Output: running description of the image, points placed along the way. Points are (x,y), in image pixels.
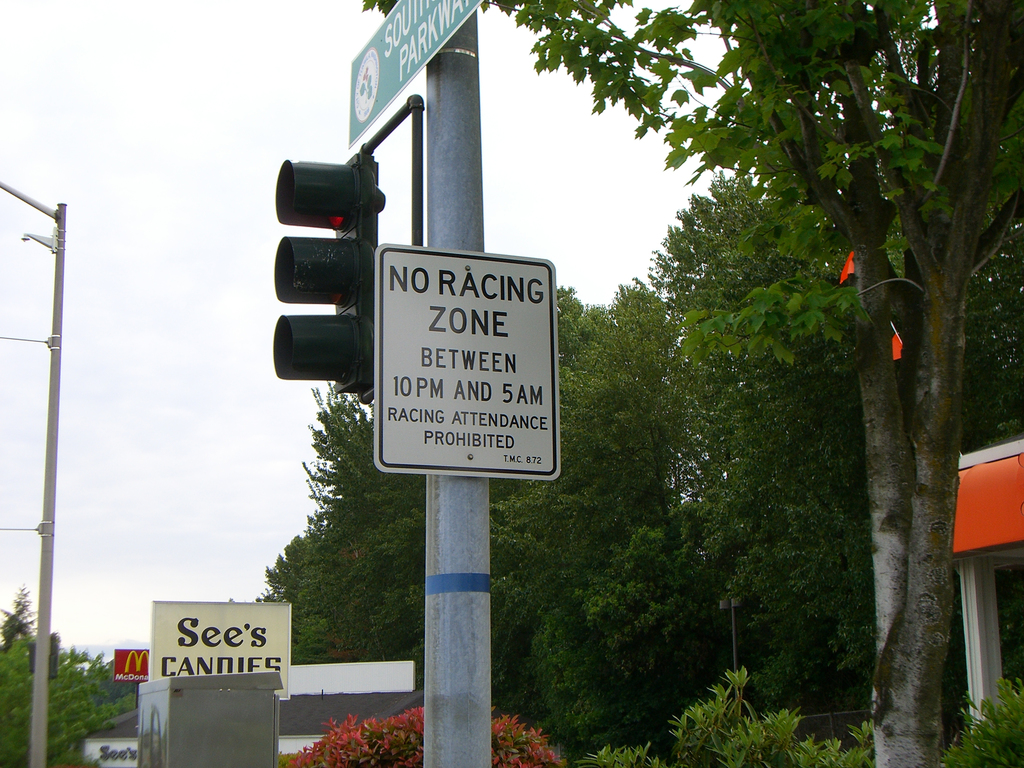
In the center of the image (468,487) there is a pole (479,673) and traffic signals (371,314). On the right side of the image (927,581) we can see a tree (939,552) and building (991,535). In the background (813,588) there are trees (527,531), poles (58,224), building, sky (191,431) and clouds (112,136).
